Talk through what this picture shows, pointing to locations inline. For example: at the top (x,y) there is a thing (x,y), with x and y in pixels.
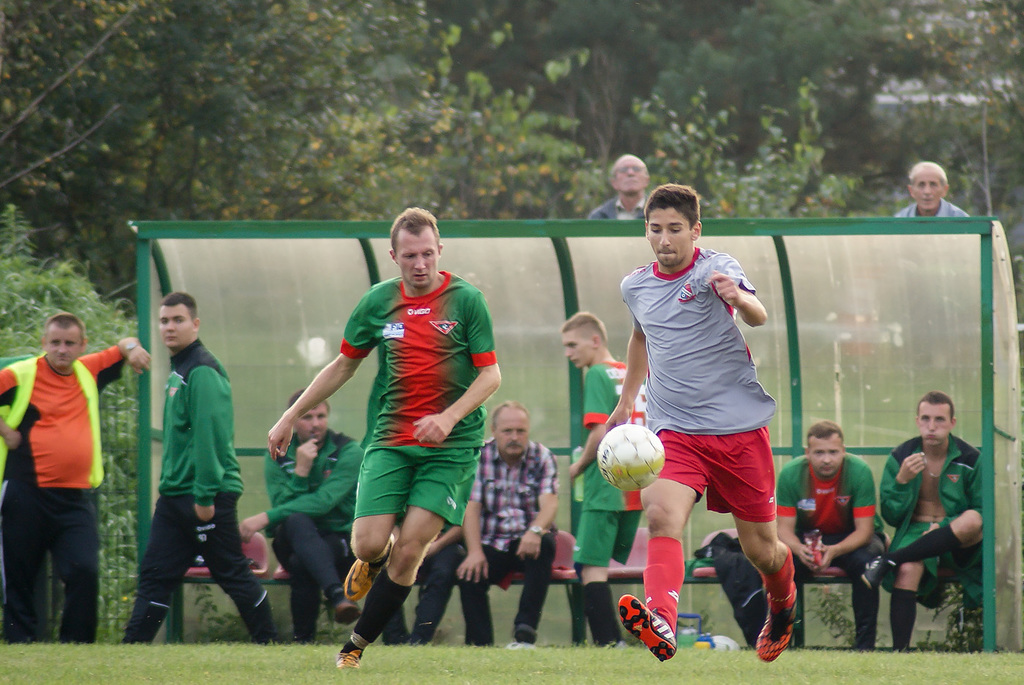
In this image we can see people (652,366) playing a game. In the center (625,441) there is a ball (645,460). In the background (162,570) there are people (202,466) sitting and some of them are standing. There are trees (571,104) and a stand (927,288). At the bottom (348,671) there is grass (605,663).
